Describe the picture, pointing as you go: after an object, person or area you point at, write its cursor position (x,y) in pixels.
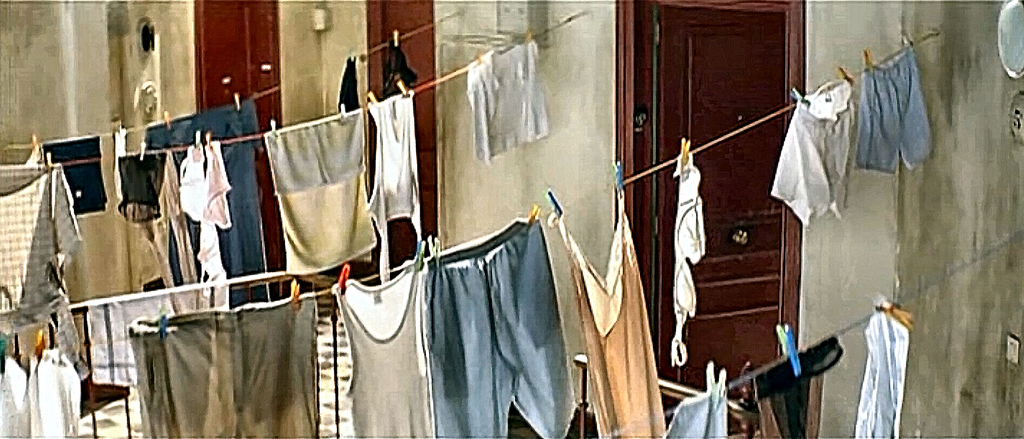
There are ropes (915,44) tied to the wall (854,39) and on the ropes (354,280) a lot of clothes (245,157) are being dried and in the background (217,55) there are total three doors (717,99), in between the each door (424,69) there is a wall (346,52).
